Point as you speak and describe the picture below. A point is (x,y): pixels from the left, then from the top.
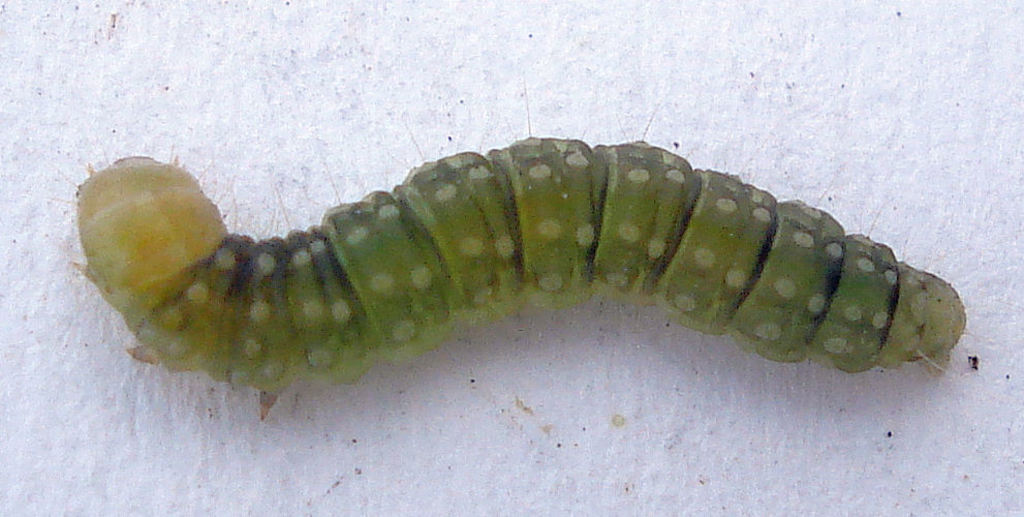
In the center of the image (558,181) there is a caterpillar (447,210) on the surface (248,464).
